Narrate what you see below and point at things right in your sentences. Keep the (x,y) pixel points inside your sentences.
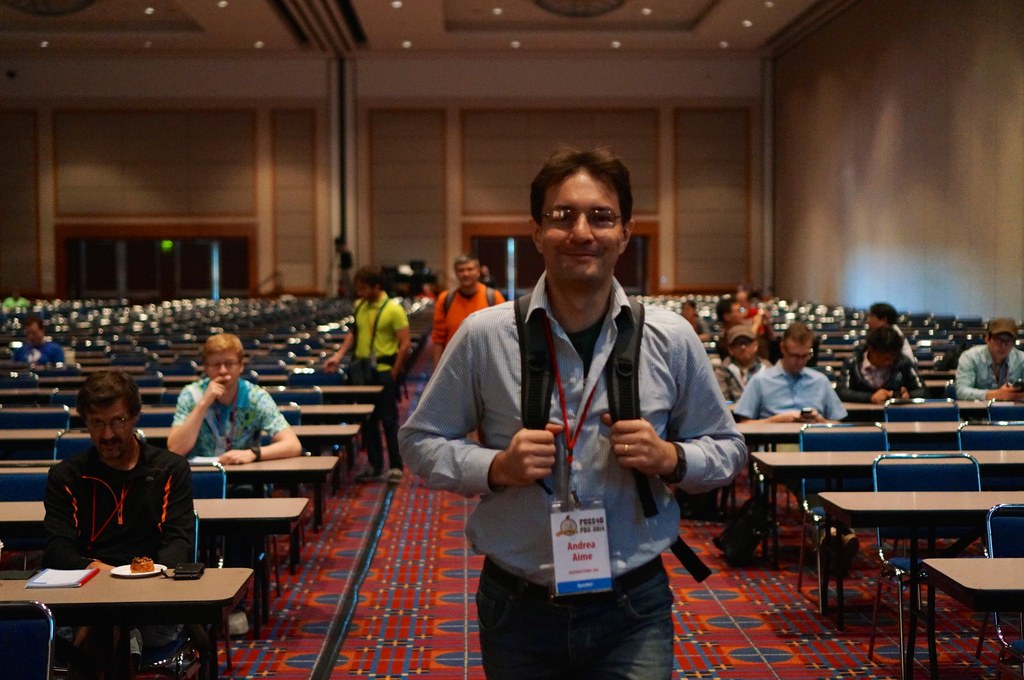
In this group of people (101,406) among them few are sitting on a chair (172,414) and few are standing on the floor (463,579). The person (594,355) in the front (589,485) is wearing a bag (548,351). I can also see there is a wall (831,135) and a mat (371,609) on the floor (385,621).
